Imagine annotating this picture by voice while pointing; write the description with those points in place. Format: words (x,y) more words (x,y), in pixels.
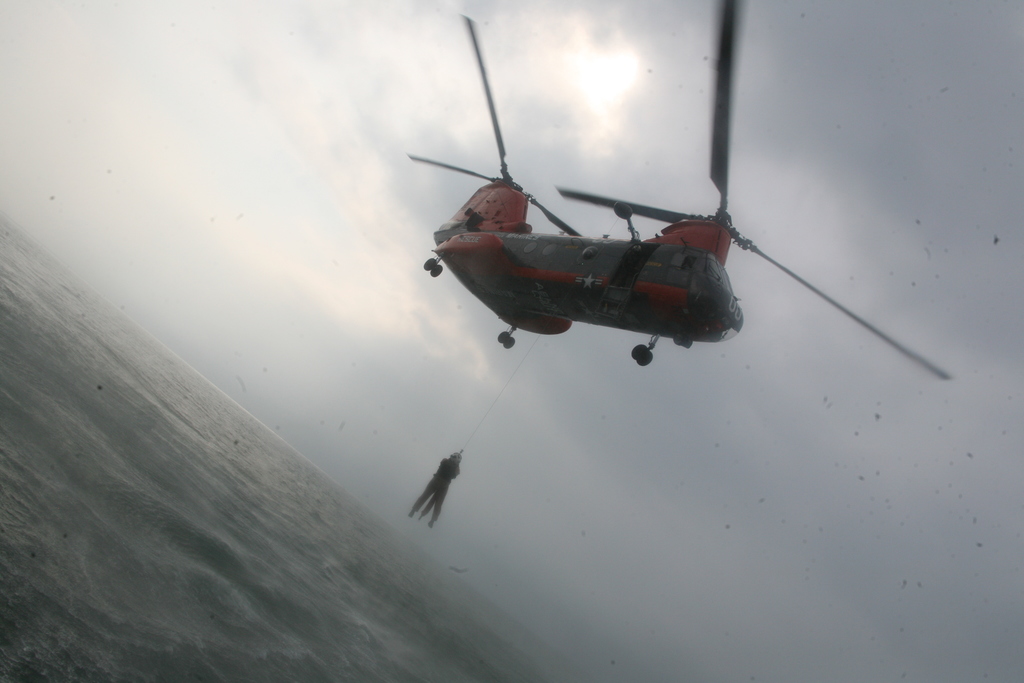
In this image there is the sky (76,46) towards the top of the image (829,214), there is an aircraft (664,275), there is a man (437,483) hanging, he is holding an object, there is water (215,537) towards the bottom of the image (130,579).
